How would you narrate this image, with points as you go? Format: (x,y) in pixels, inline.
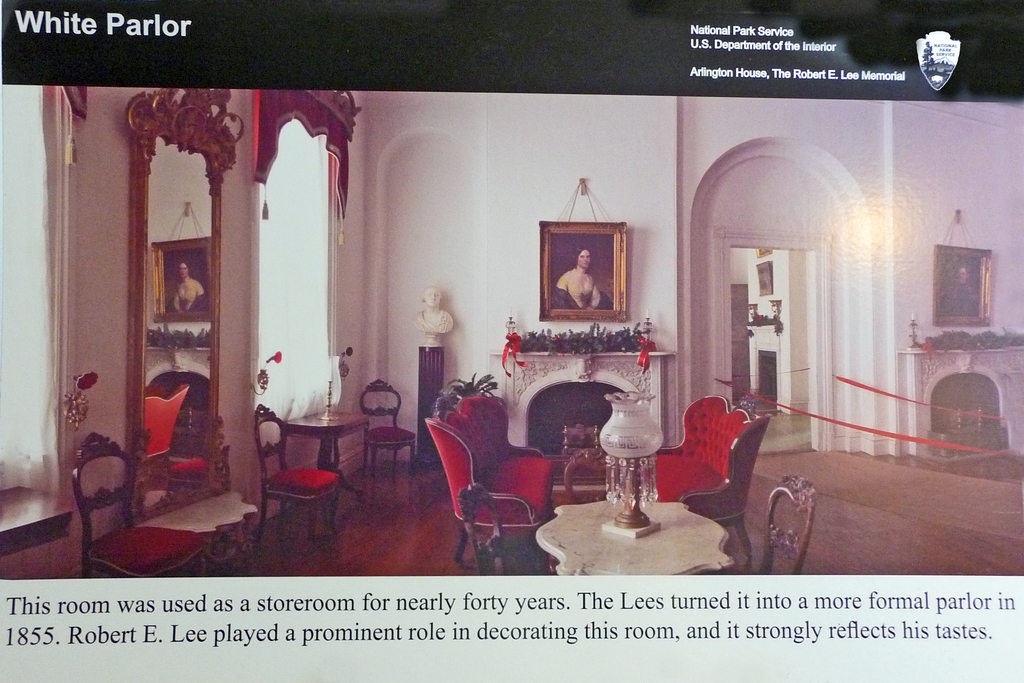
In this image, we can see a table (682,550) and some chairs (499,489). There are photo frames (619,260) on the wall (910,240). There is a mirror (179,312) on the left side of the image (173,265). There is a fireplace (910,364) on the right (950,395) and in the middle of the image (598,385). There is a lamp (633,395) on the table (687,528). There is a text (643,607) at the bottom of the image (553,610).
